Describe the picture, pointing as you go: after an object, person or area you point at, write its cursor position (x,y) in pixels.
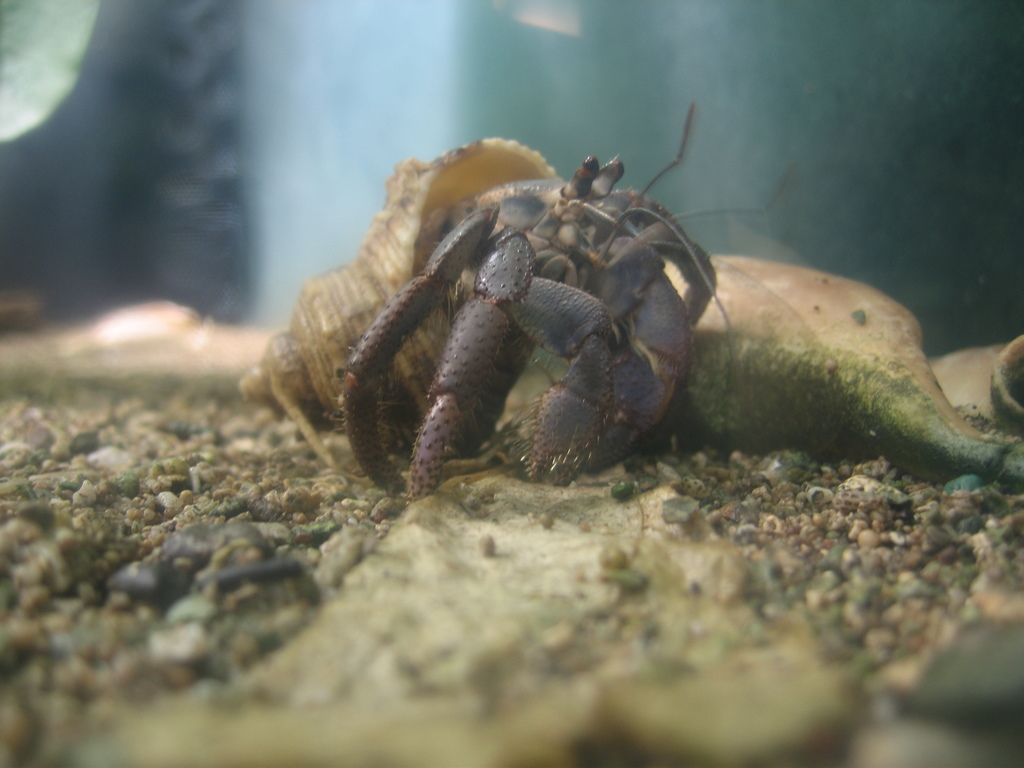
In this image we can see an animal (570,360), small stones (263,525) and sand (783,519). The background (909,160) is blurry.
